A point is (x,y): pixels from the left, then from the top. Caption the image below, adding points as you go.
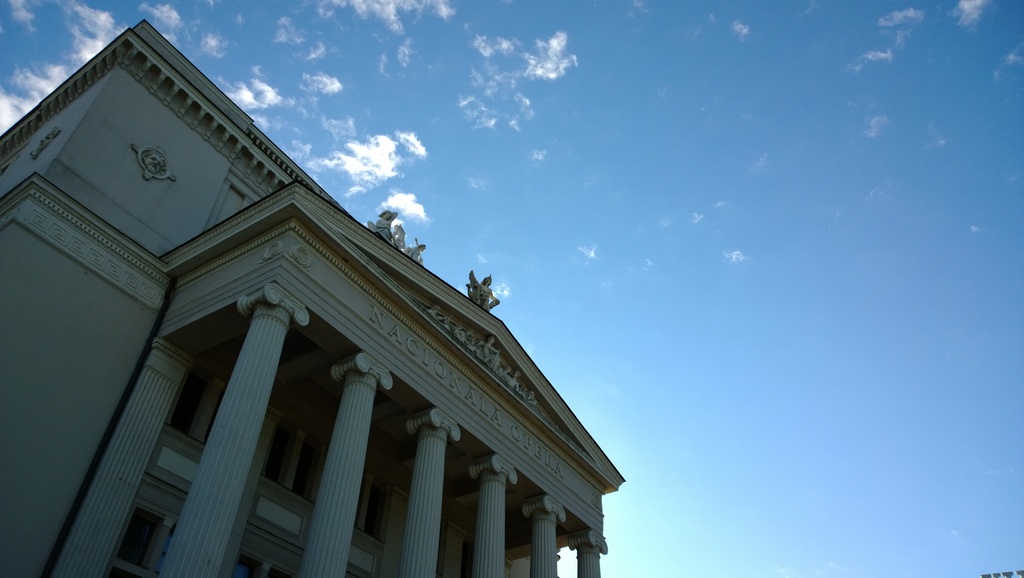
This picture is clicked outside. On the left (139,320) we can see the building (79,317) and we can see the sculptures (413,252) and the pillars (258,434) and we can see the text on the building (460,342). In the background (683,202) we can see the sky (604,110).
